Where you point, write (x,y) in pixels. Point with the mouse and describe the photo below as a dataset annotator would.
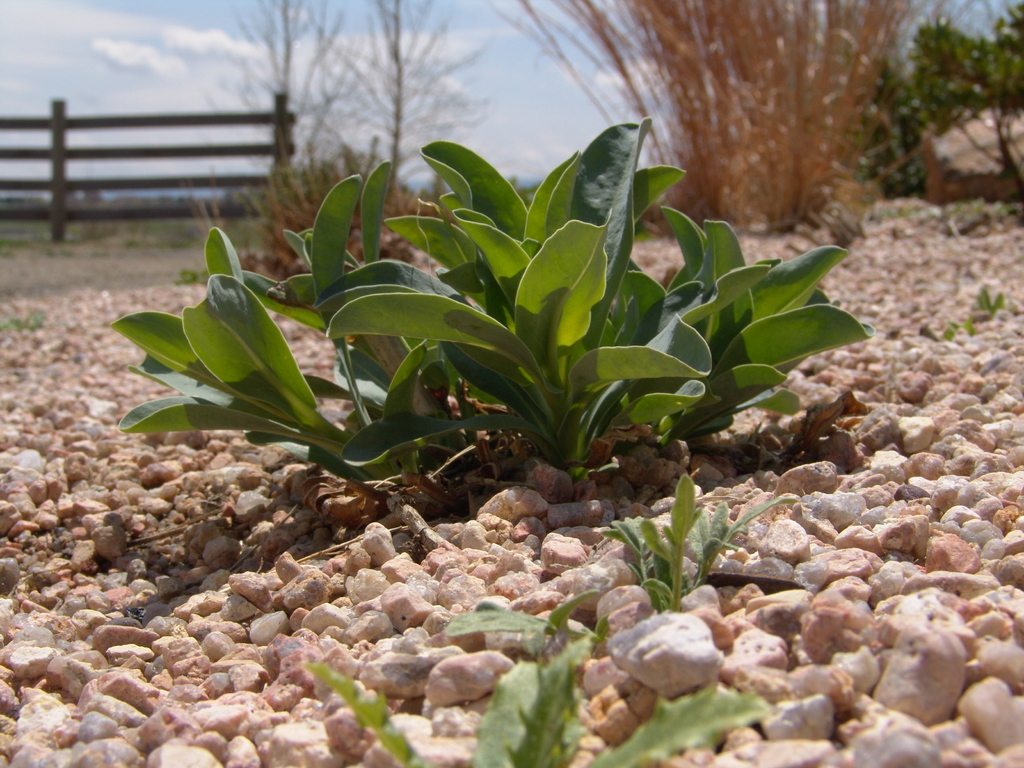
In this picture I can see plants (712,120) and trees (935,82) and few stones (58,451) on the ground (165,274) and I can see a wooden fence (211,153) and a blue cloudy sky (259,85).
